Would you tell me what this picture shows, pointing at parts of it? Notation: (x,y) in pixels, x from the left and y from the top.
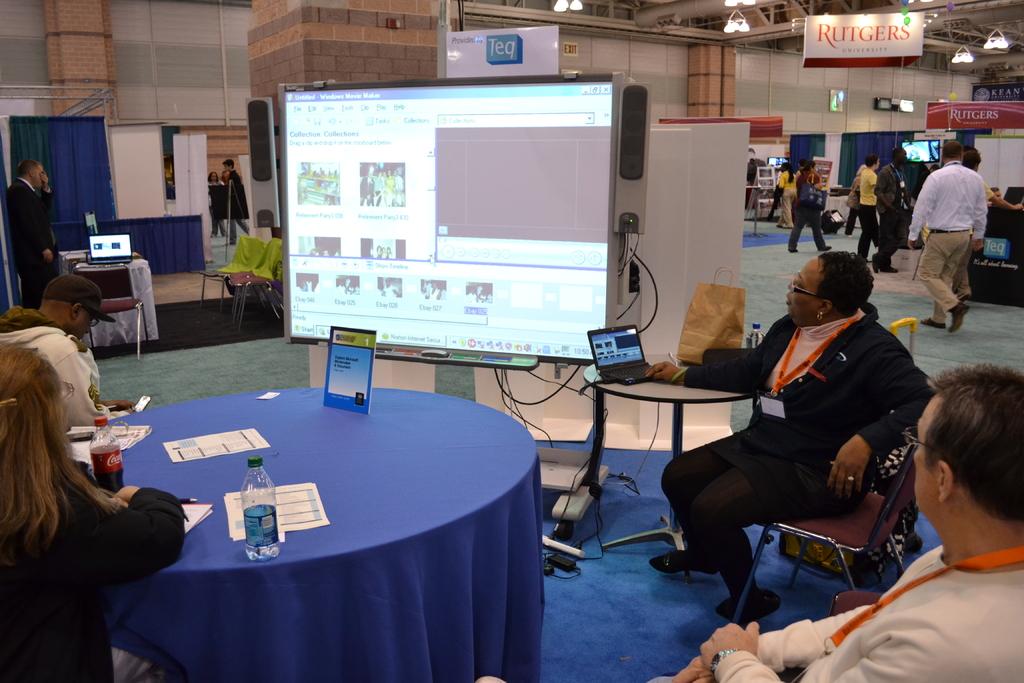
There is a group of people (697,379). Some people (725,375) are sitting on a chairs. Some people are standing. There is a table (409,461). There is a bottle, poster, paper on a table (404,409). We can see in background (469,347) curtain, projector (485,317) and poster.
